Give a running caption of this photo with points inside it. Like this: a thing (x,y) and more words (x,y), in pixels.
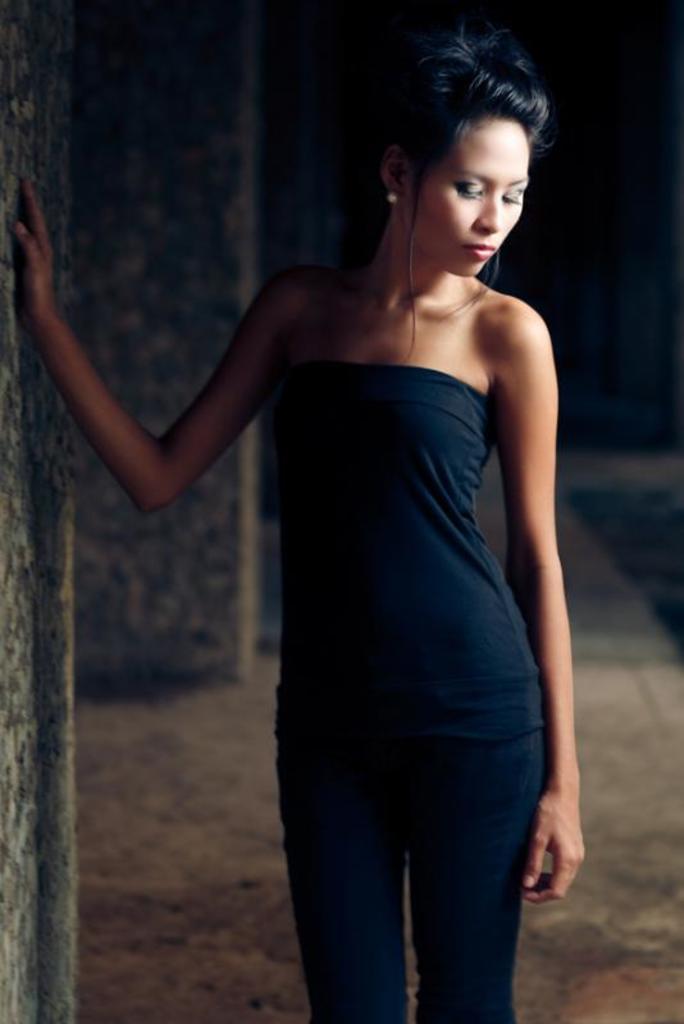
In this image there is a woman (387,637) standing on the ground (606,915). To the left (14,514) there are pillars (162,328). The background (447,6) is dark.
